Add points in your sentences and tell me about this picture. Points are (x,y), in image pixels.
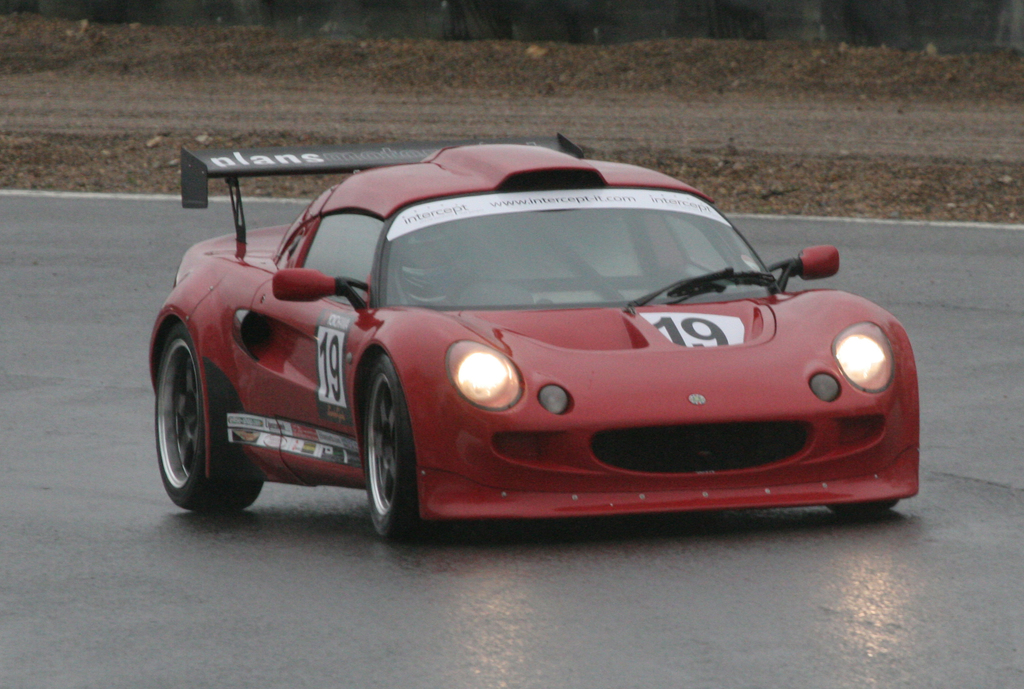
In this picture there is a man (408,290) who is wearing helmet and sitting inside the red car (398,276). At the bottom (463,626) I can see the road (752,644). In the background (379,114) I can see the open area (606,128).
